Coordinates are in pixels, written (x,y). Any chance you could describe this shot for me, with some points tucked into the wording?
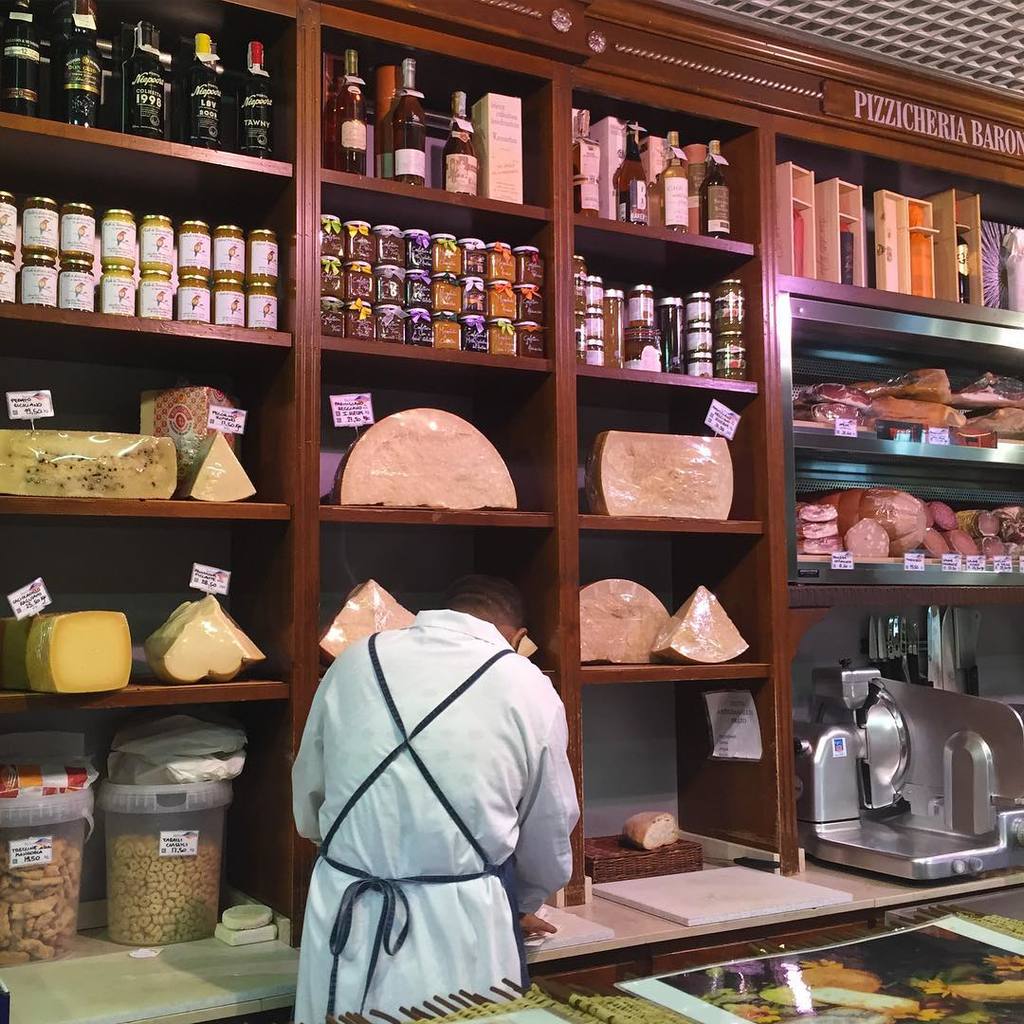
In this picture we can see a person (360,888) standing and in front of him we can see bottles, jars (57,214) and some objects (1023,382) with price tags (30,395) in racks (504,441) and at the back of him we can see posters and some objects (853,801).
